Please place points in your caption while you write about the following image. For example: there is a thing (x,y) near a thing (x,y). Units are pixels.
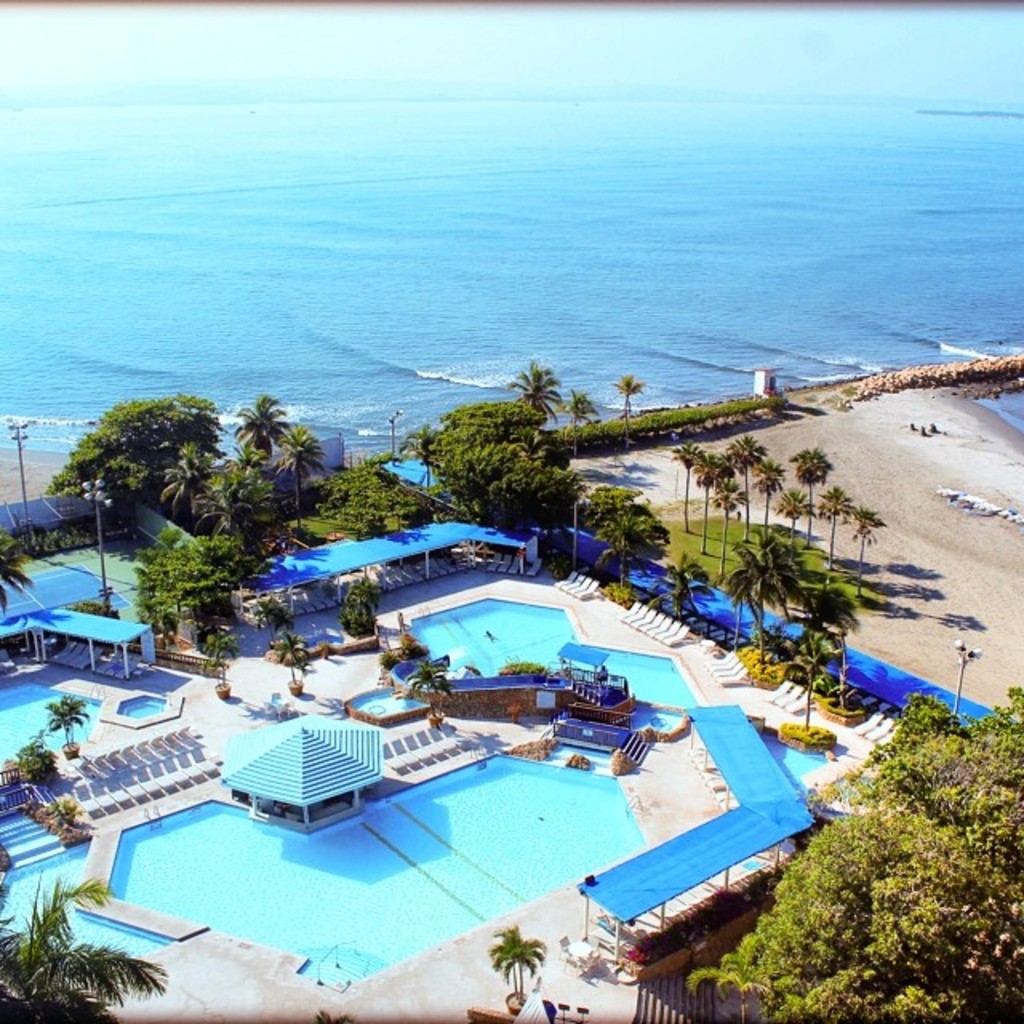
This is the aerial view, we can see the swimming pool (193,890) and there are some trees (975,905), we can see the shed (301,820) at the center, there is a sea (447,127) and we can see water (410,213).
